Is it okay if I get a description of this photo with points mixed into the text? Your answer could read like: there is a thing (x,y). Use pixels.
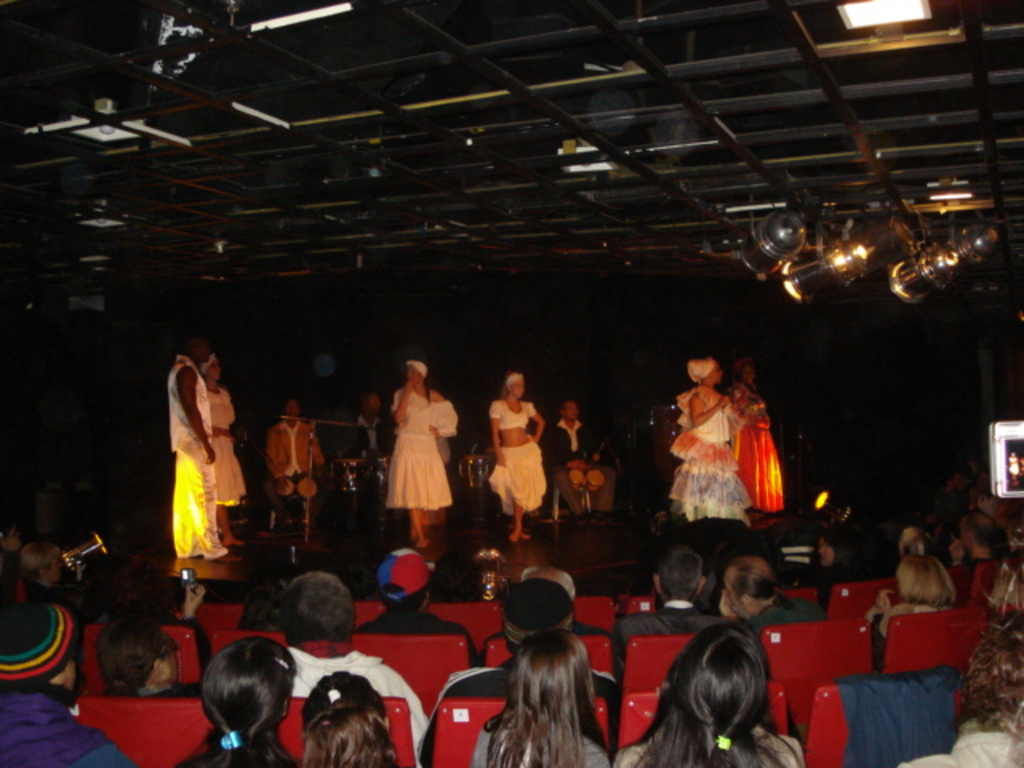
In this image, we can see some persons (506,431) wearing clothes (741,433). There are some other persons (697,577) at the bottom of the image (728,695) sitting on chairs (785,679). There are lights (869,6) on ceiling (709,221) which is at the top of the image (759,232).
